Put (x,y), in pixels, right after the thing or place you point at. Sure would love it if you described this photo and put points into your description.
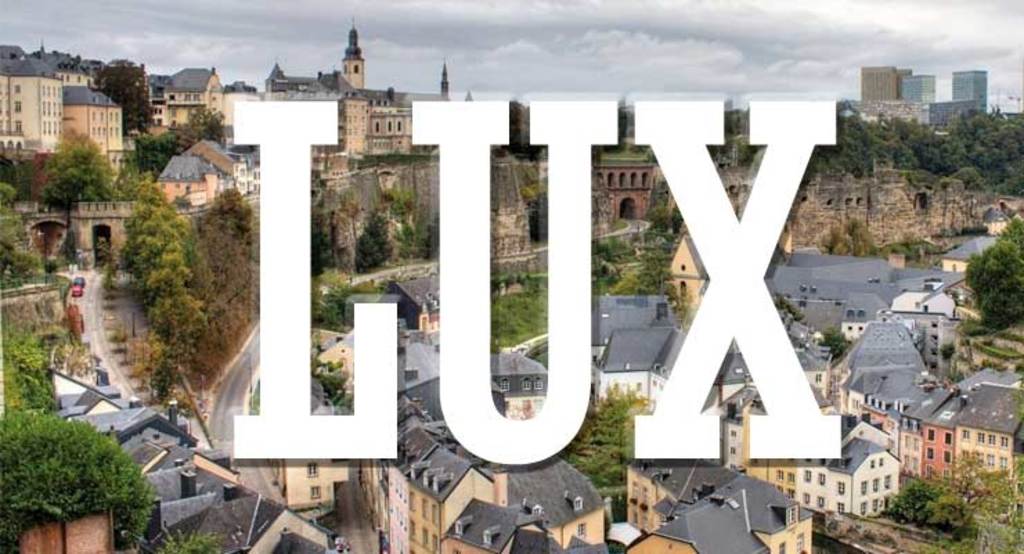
This picture is clicked the outside and we can see the buildings (668,485), houses (175,200), trees (169,372), vehicles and many other objects (635,215). In the background (675,34) we can see the sky (317,7) which is full of clouds (626,56) and we can see the spires (354,58) and the buildings (921,112). In the center (587,365) we can see the watermark (765,299) on the image.
